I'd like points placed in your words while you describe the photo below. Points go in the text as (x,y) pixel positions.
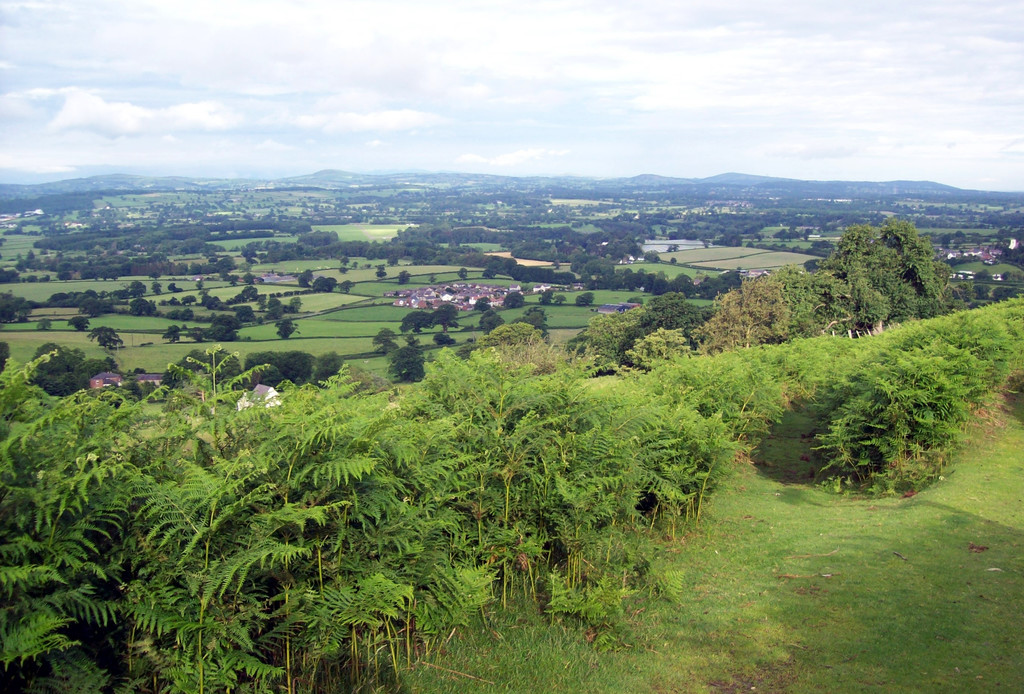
This is an outside view. At the bottom (831,594), I can see the grass (807,622) on the ground (712,666) and there are some plants (414,535). In the background (595,284) there are many trees (460,273), houses (421,299) and hills (371,178). At the top of the image (565,104) I can see the sky (487,65) and clouds (335,67).
